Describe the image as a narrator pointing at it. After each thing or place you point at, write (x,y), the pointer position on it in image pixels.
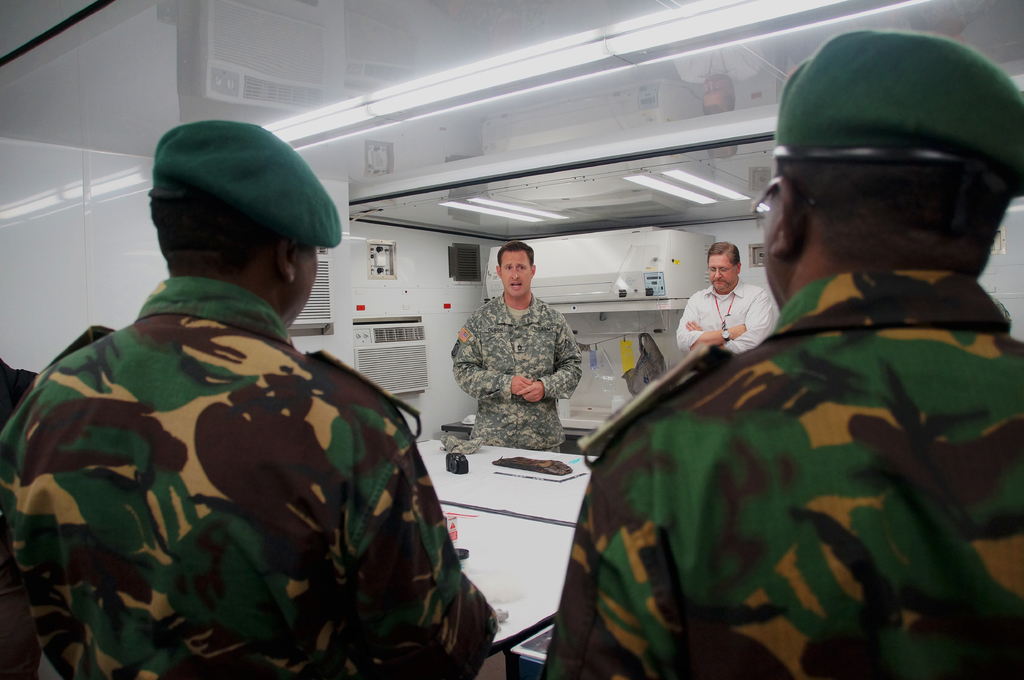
Here in this picture in the front (634,437) we can see two army men (176,441) standing and we can see caps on them and in front of them we can see a couple of table (562,526), on which we can see something's present and we can also see a military person (502,340) standing and speaking something and beside him we can see another person (714,334) standing and we can see AC (400,369) on the wall (433,374) and on the top (680,185) we can see lights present over there.
